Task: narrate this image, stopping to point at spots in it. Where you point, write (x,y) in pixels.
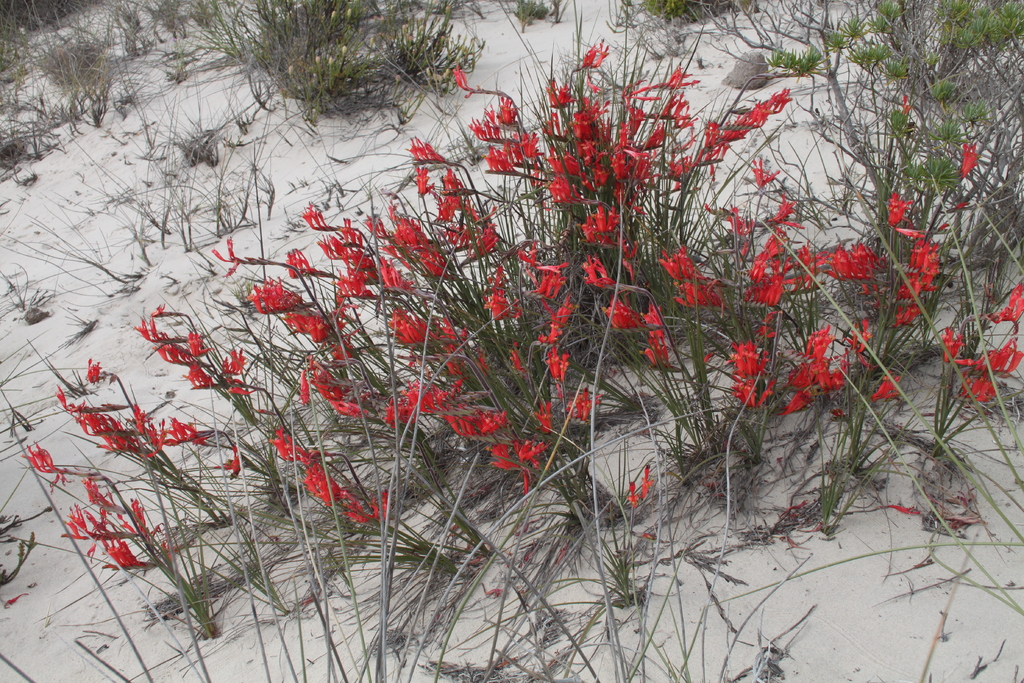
Here we can see red flowers (557,373) and plants (431,292) on the sand (337,200).
